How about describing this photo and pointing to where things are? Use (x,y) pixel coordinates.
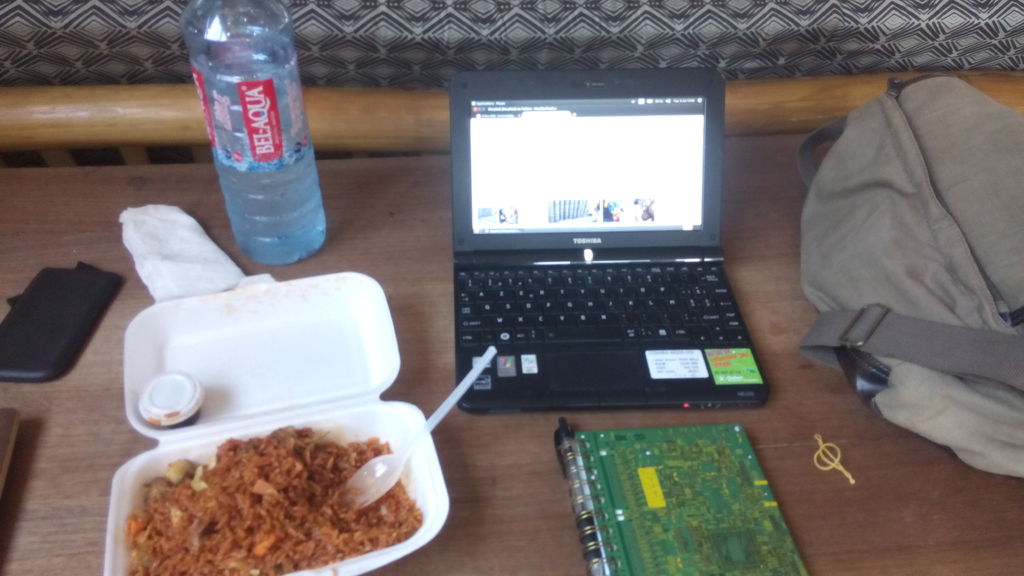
This image is clicked on a table (415,315) which has a box (327,407), spoon (419,439), water bottle (293,93), laptop (677,336), book (662,452), pen (564,440), bag (904,352) on it and there are eatables (263,500) too.
